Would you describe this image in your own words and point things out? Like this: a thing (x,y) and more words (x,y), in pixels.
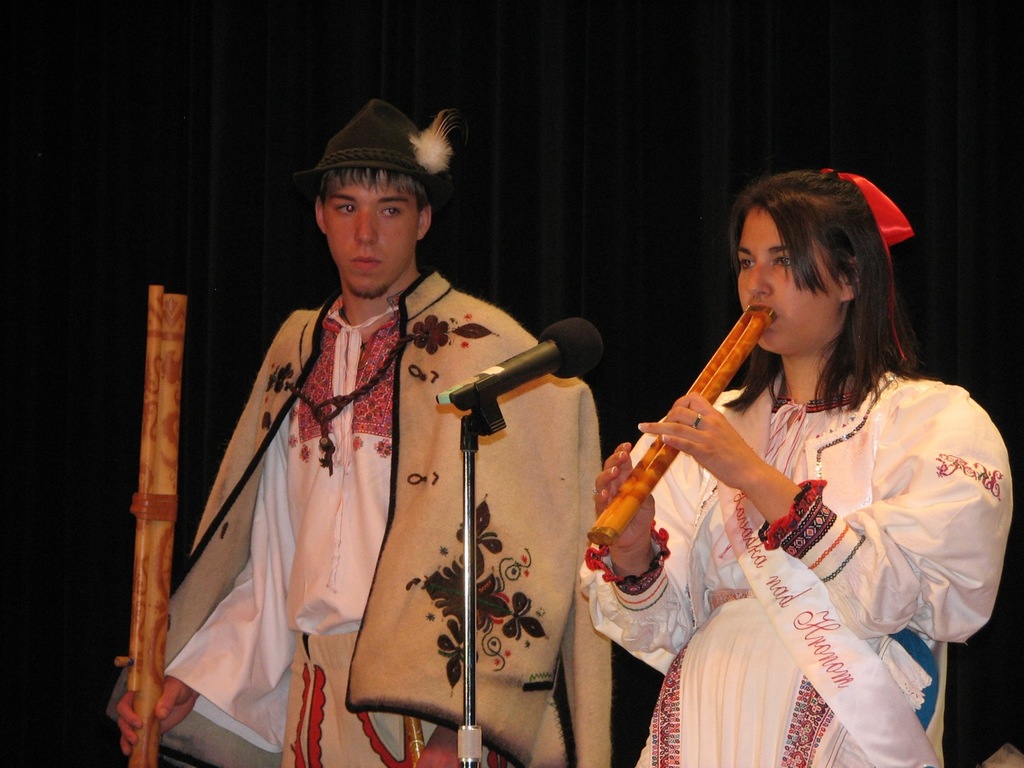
In this image we can see a man (423,629) and a woman (694,474) standing holding the bamboo musical instruments (714,390). We can also see a mic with a stand (467,651) and a curtain (608,256).
